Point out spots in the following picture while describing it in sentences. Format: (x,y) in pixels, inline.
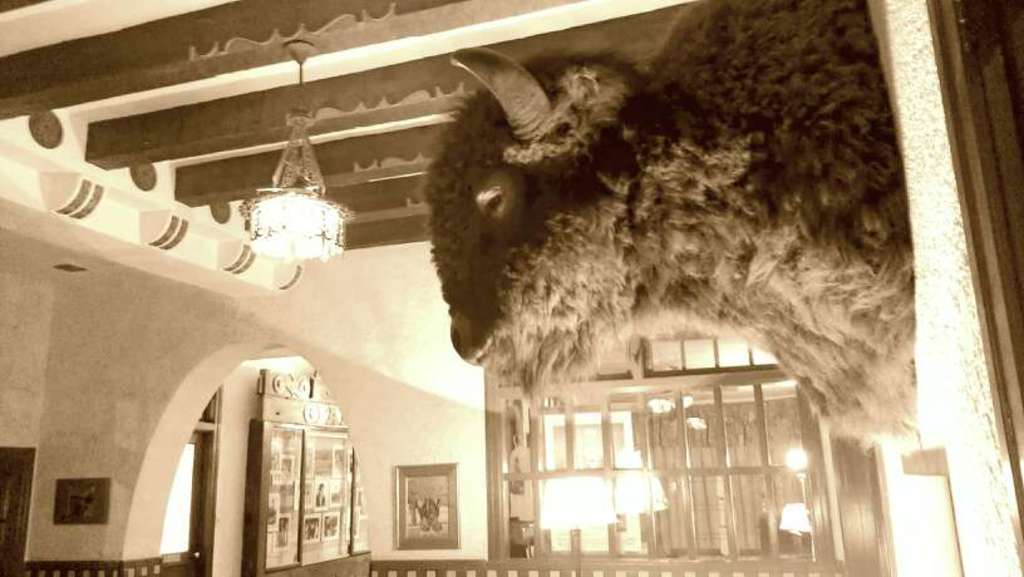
In this picture we can see a wall mount (666,218) on the right side (689,144), there is a chandelier (316,207) here, in the background (401,251) there is a wall (357,419), we can see a portrait (412,502) and some photos (322,497) pasted on the wall (406,457), we can see lights (623,501) here.
